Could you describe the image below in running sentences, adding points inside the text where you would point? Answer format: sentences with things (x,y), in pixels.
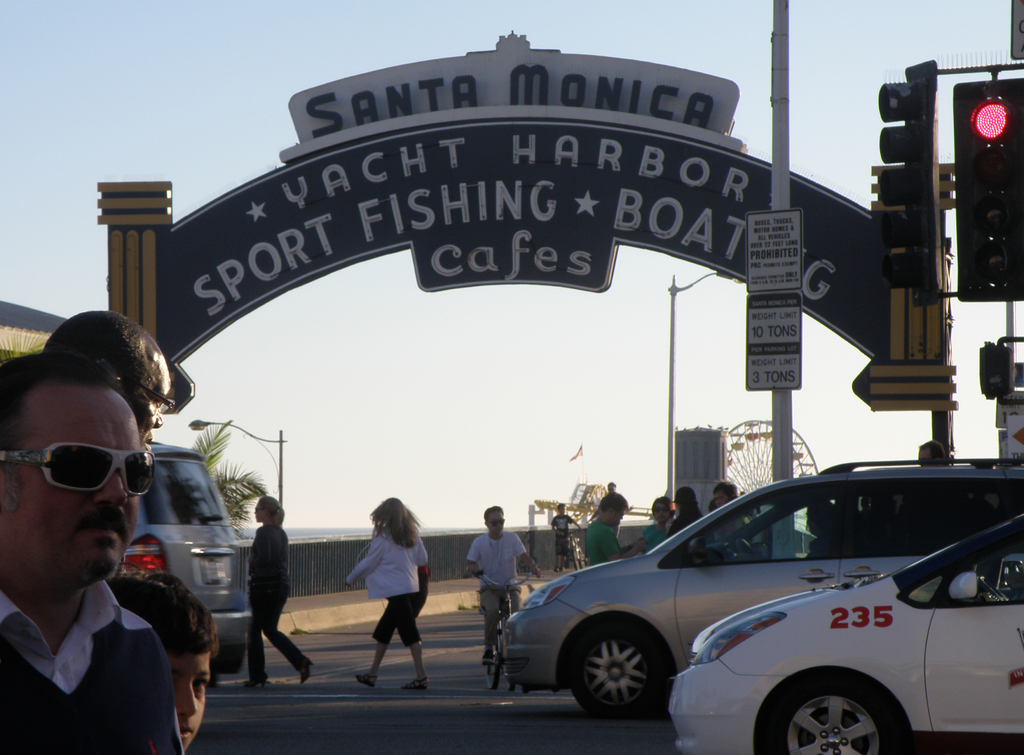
In this image there are some persons (71,570) standing at left side of this image (125,679) and right side of this image (689,525) as well. there is one man (505,621) is on bicycle (498,643) in middle of this image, and there are some cars (718,623) at right side of this image (772,668) and one is at left side of this image (193,552). There is a board (306,193) as we can see in middle of this image (512,277) and there are some signal lights (975,264) at right side of this image (980,249) and there is a sky (495,387) in the background (191,103).
